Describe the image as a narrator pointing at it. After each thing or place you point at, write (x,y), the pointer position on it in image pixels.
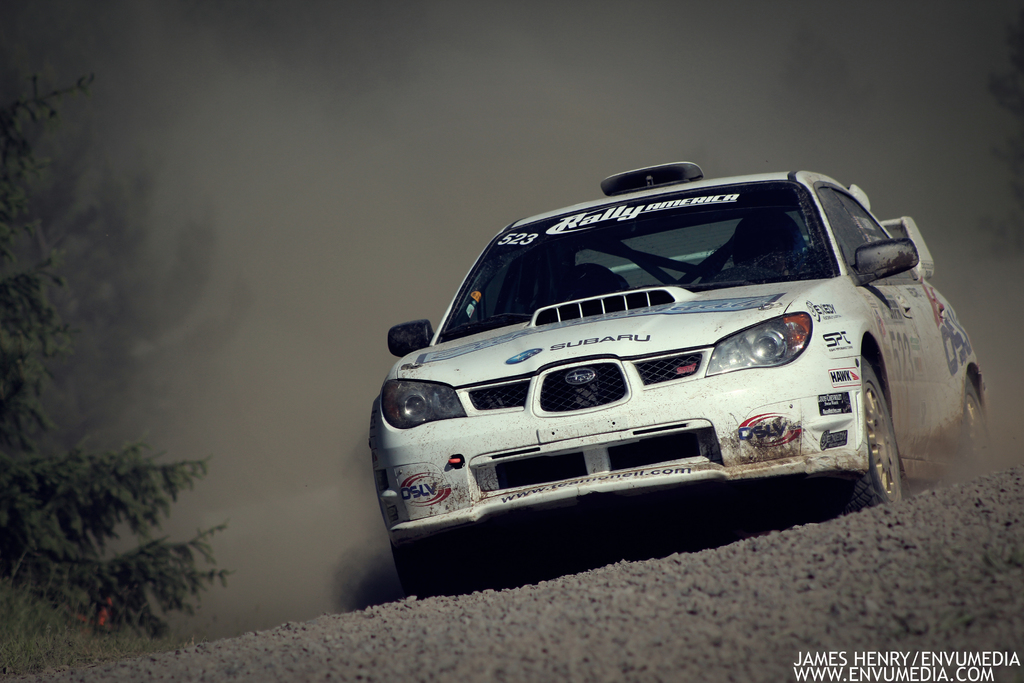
In this image we can see a car (776,324) on the road (832,526) and trees (92,527) on the left side of the image (46,465).
